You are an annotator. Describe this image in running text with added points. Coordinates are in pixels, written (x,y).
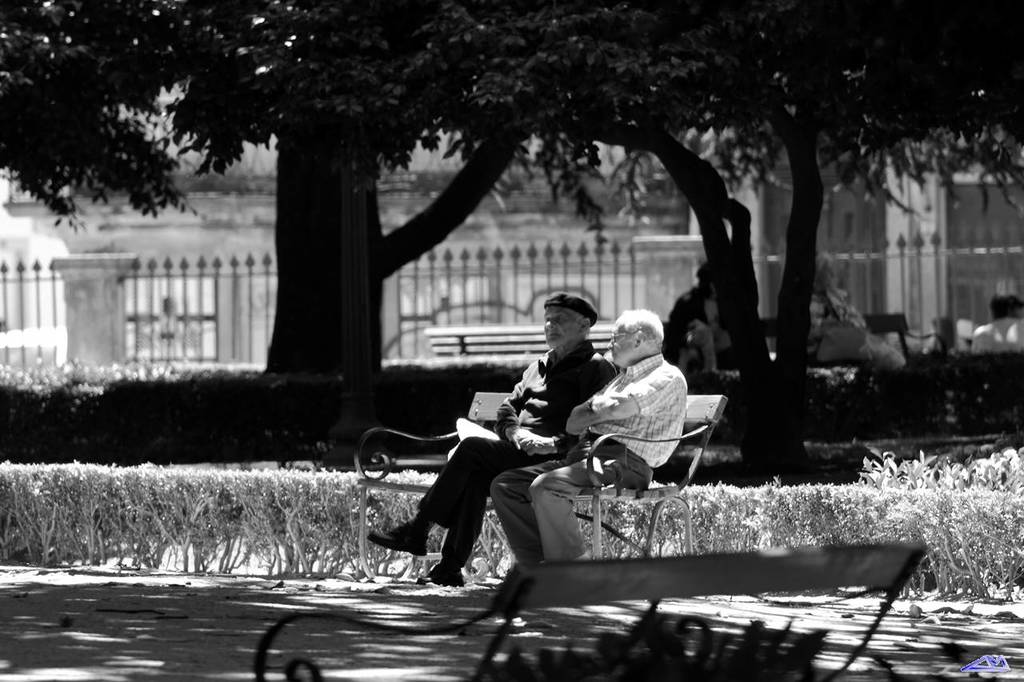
There are two old persons (566,435) sitting on the bench (477,404) in the garden area (713,436). There are few trees (699,45) on the background (567,276) and also a fence (438,314). There are bushes (157,491). There are also few persons (886,355) in the background of the image (694,324).
